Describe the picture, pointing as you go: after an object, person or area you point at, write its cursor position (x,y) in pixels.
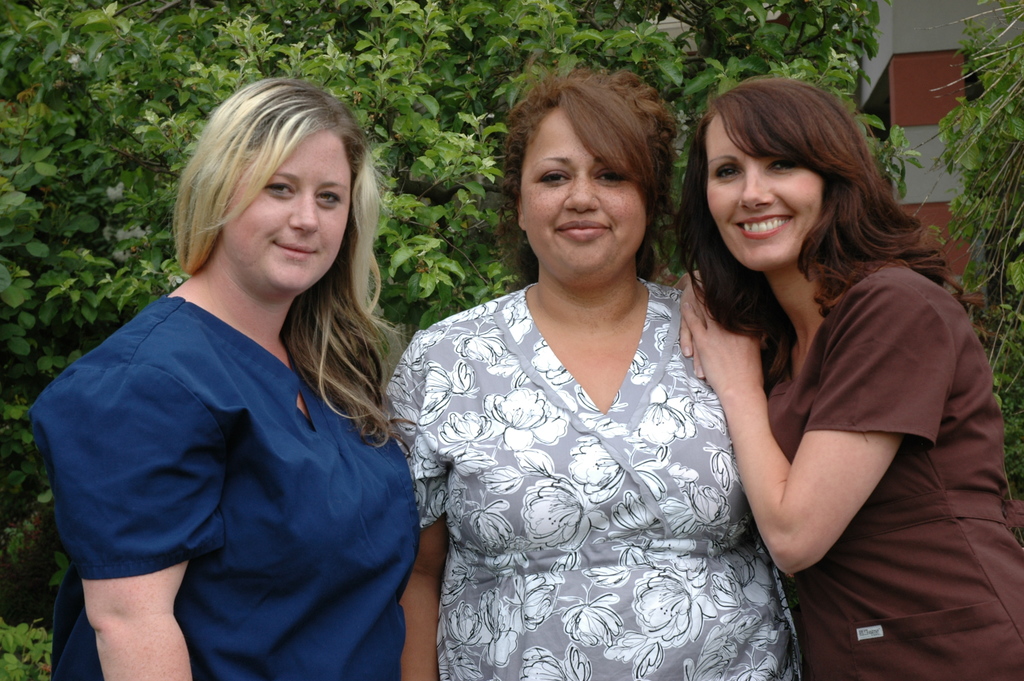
In this image we can see three women (621,283) and they are smiling. In the background (5,300) we can see trees (482,246) and a pillar (938,142).
